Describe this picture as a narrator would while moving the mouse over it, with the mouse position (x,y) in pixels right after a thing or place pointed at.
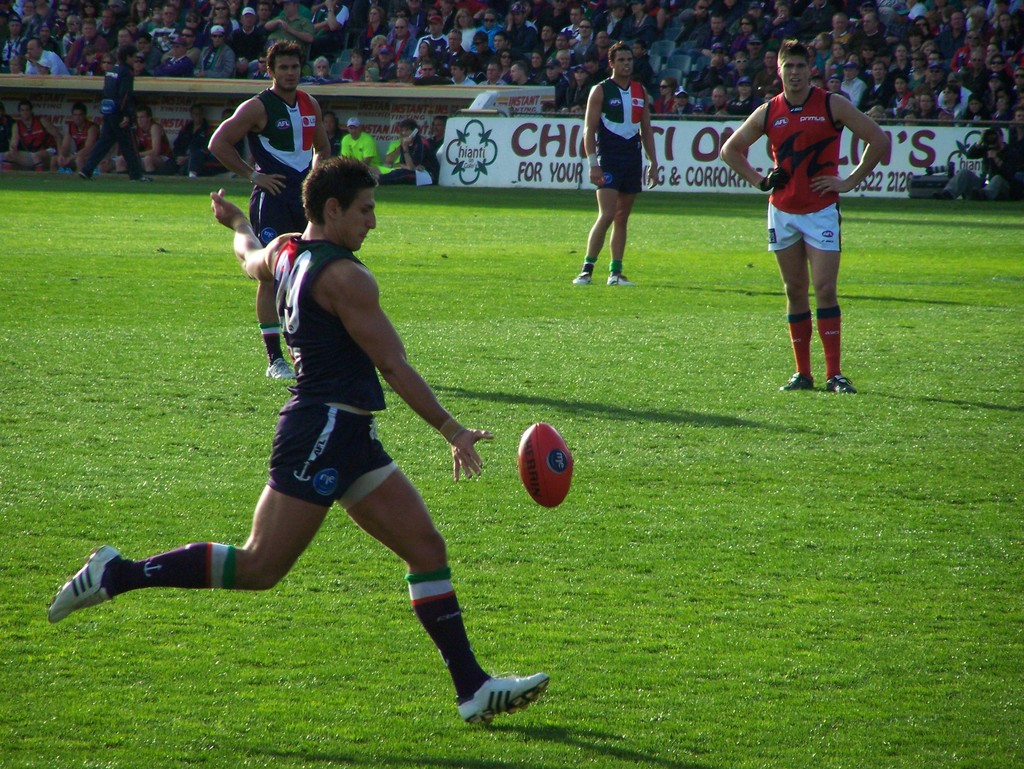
In this picture I can observe four players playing Australian rules football in the ground (479,326). I can observe some grass (665,599) on the ground (638,471). In the background (82,45) I can observe audience (482,35).
